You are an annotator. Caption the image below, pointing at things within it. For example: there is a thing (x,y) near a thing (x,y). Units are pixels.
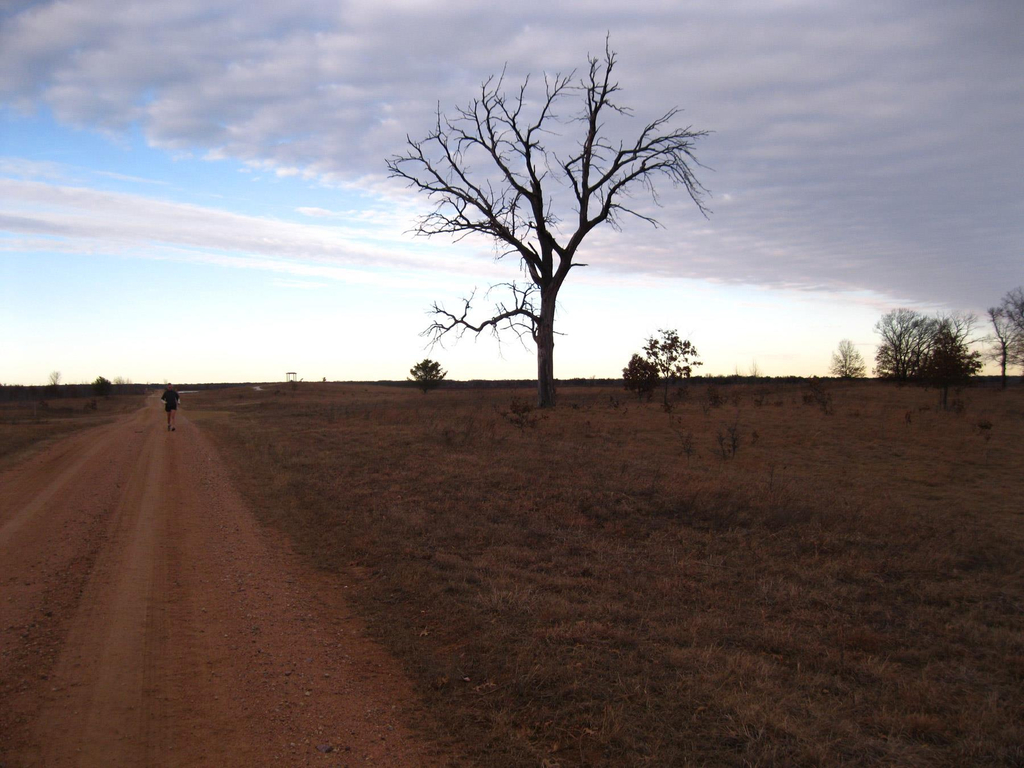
In the image there is a person (172,400) walking on a path (162,510) on left side (140,535) with grassland (83,409) on either side of it and trees (551,328) in the background (940,364) and above its sky (231,186) with clouds (360,48).
